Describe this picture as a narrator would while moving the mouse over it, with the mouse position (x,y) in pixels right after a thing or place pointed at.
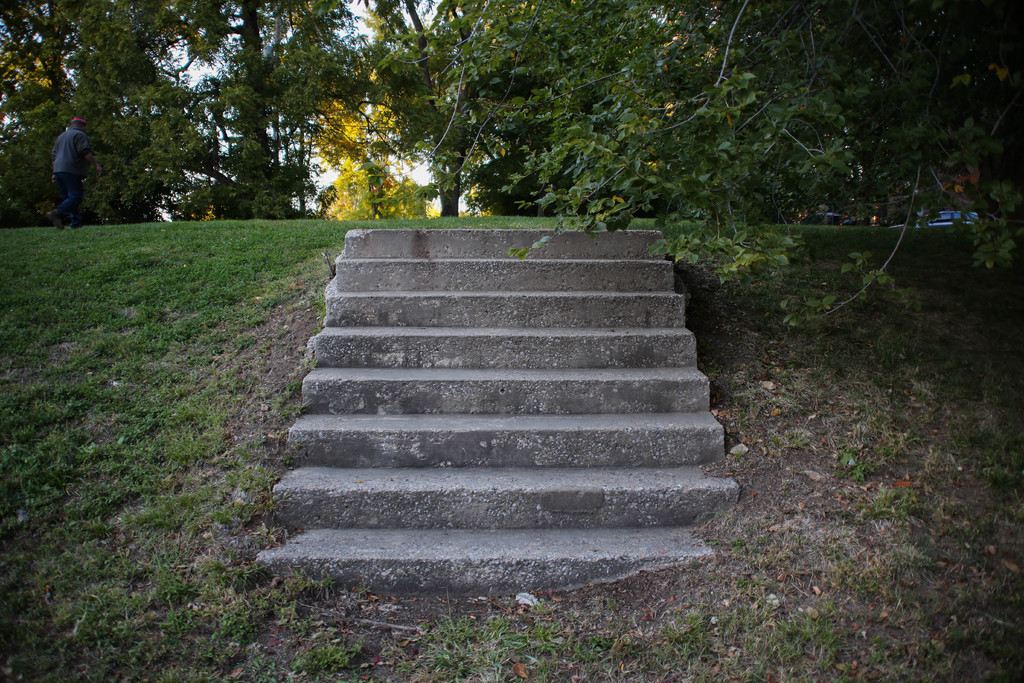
In this image we can see a staircase (477,410) that is constructed on the small hill (199,373). In the background (279,152) we can see person (76,208) on the ground (88,236), trees (260,75) and sky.
